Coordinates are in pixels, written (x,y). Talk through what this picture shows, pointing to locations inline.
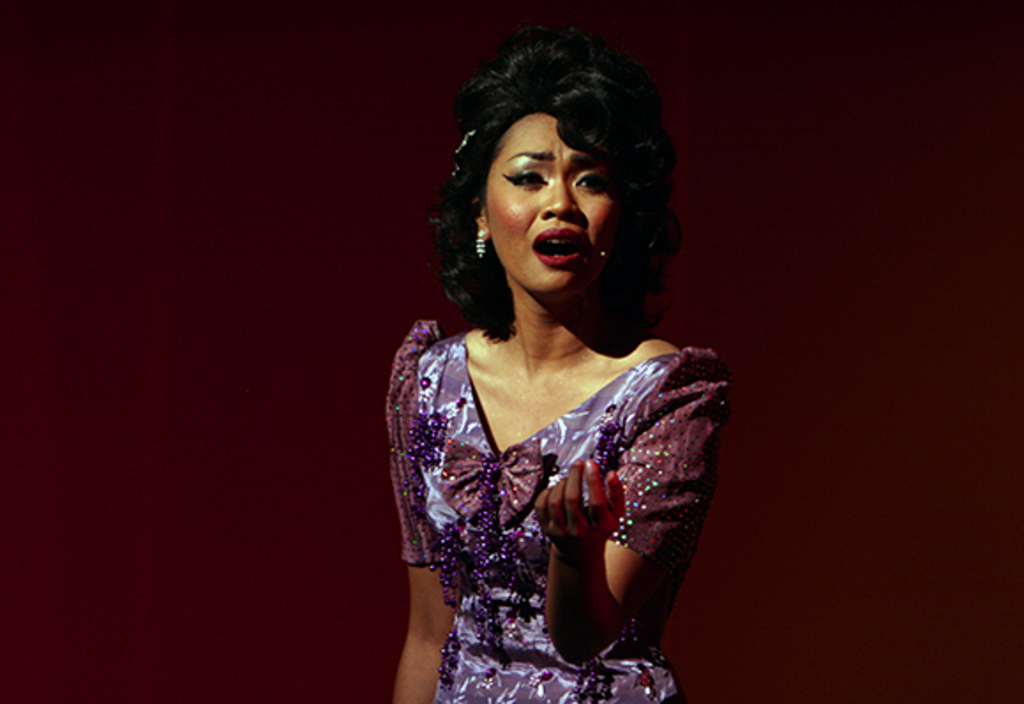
In the center of the image (493,380) we can see a lady (584,457) is standing and talking. In the background of the image (388,496) we can see the wall (694,599).
